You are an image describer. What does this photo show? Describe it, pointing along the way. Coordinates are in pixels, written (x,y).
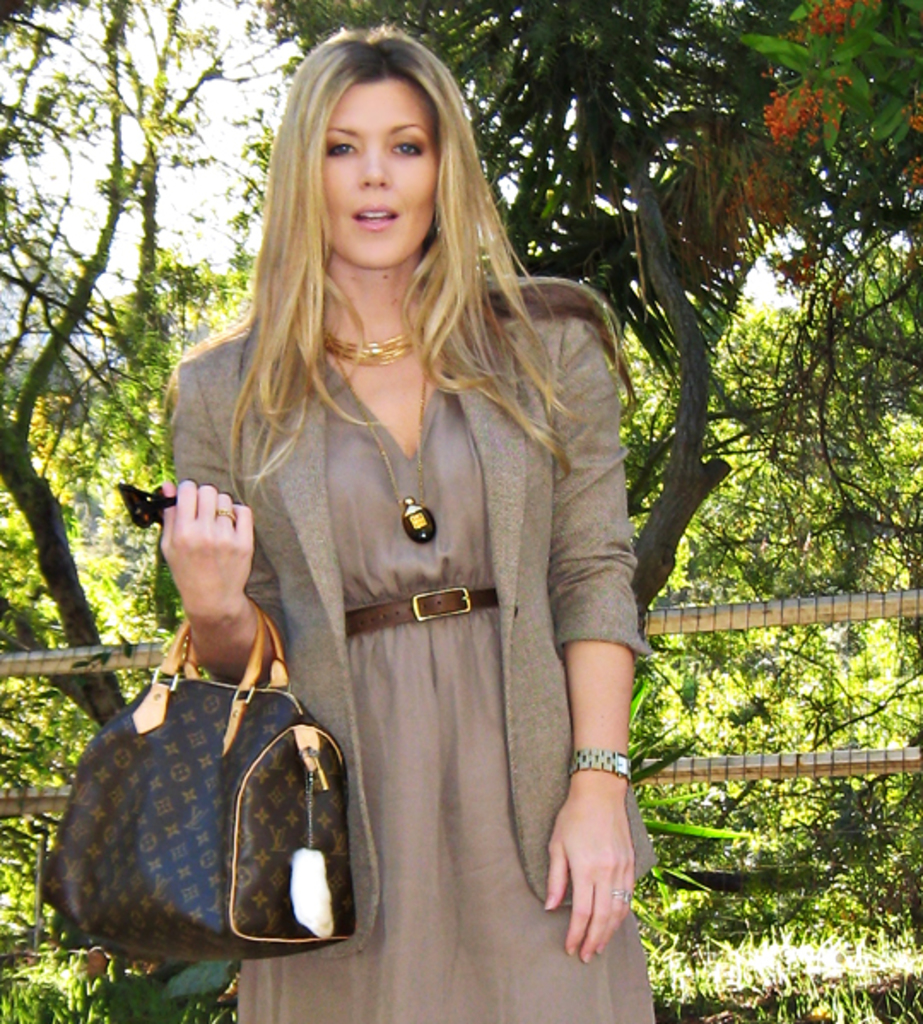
In this image I can see a person (408,305) standing and holding the bag (238,848). At the back of her there are some trees (466,95) and the sky (170,205).
